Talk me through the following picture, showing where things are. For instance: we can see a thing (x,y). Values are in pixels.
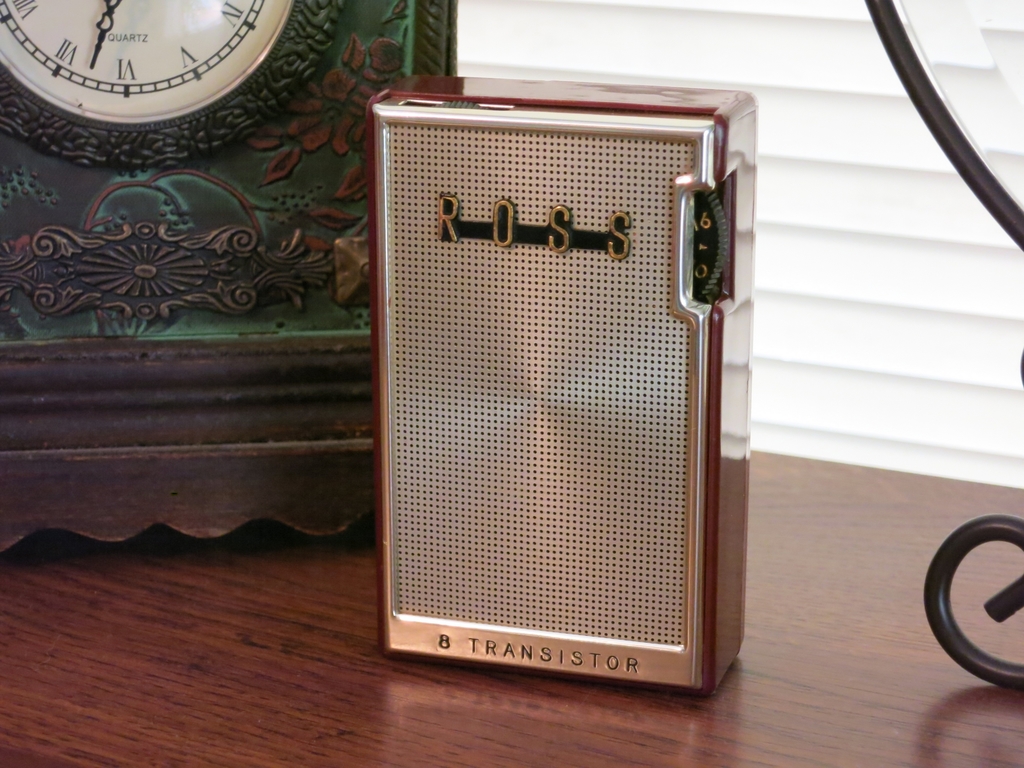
At the bottom of the image (214,601) there is a table (639,702) and we can see a transistor (442,477), a clock (285,367) and a stand (933,598) placed on the table (289,674).
